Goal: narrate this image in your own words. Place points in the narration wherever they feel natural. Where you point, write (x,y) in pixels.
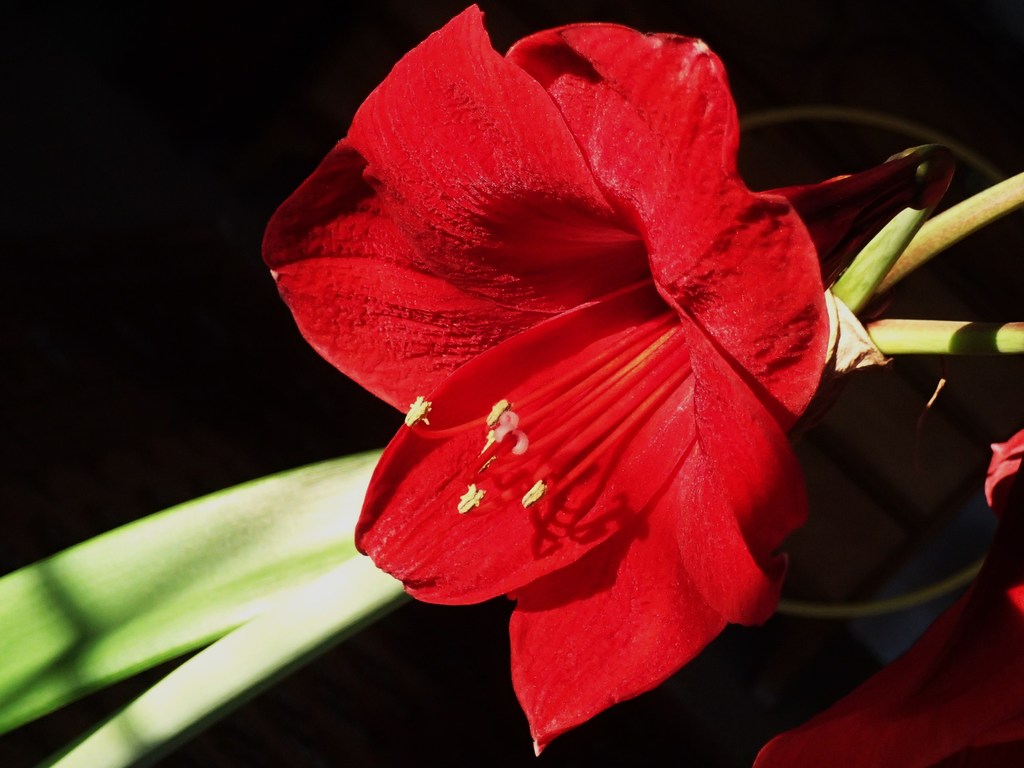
There is a beautiful red flower (592,415) to the plant (323,563) and the background of the flower (564,167) is dark.
